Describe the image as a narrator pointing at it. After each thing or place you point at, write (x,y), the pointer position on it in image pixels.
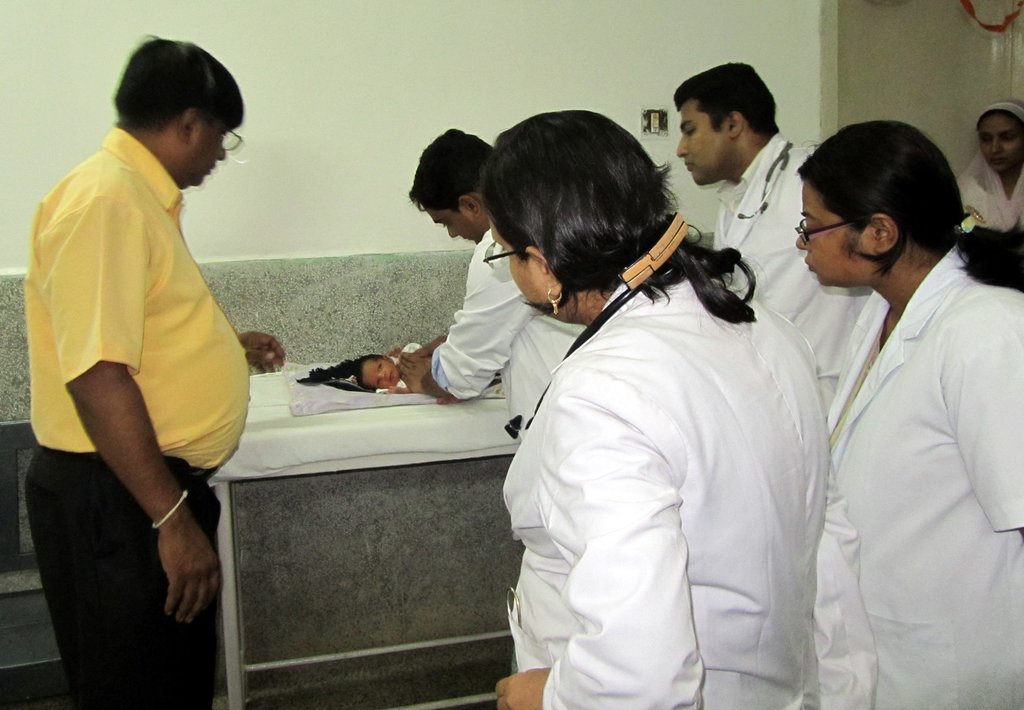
In this image I can see group of people (552,293) are standing among them these people (647,381) are wearing white color clothes (733,335). In the background (393,375) I can see a baby (375,374) on a white color surface (306,404) and a white color wall (423,112).
